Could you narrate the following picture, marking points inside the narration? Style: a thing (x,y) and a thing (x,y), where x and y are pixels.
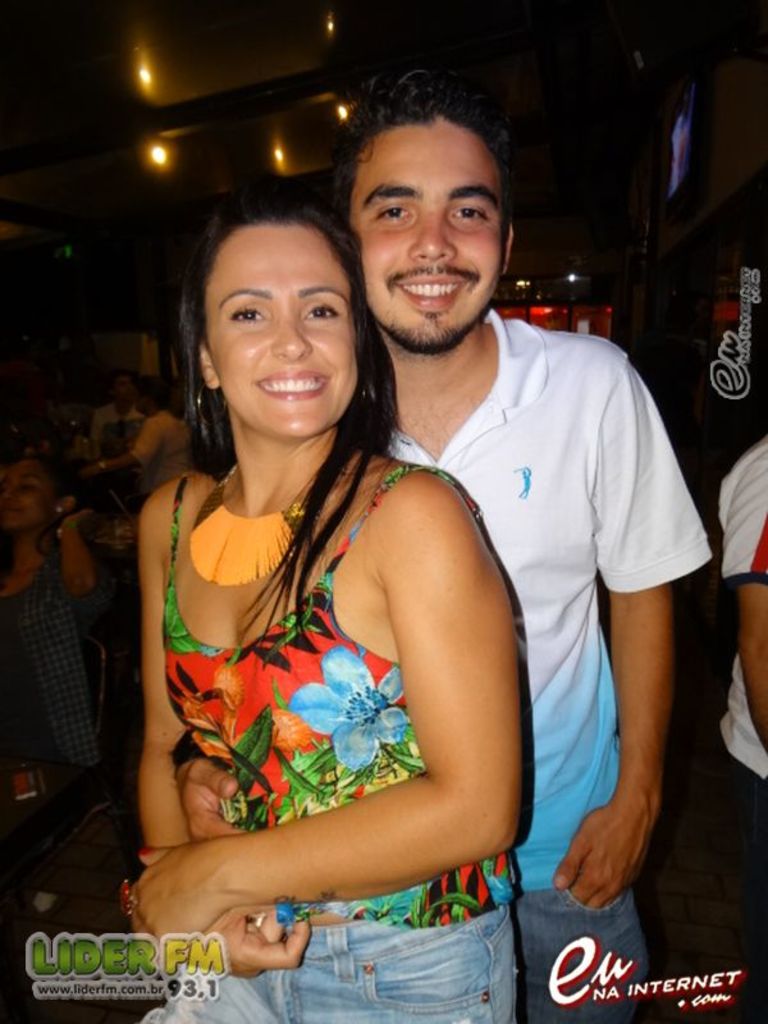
In this image, there are a few people (312,673). We can see some lights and a red colored object (603,312). We can also see a board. We can see some water marks (42,994) on the right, bottom left corner and on the bottom right corner (594,967).
